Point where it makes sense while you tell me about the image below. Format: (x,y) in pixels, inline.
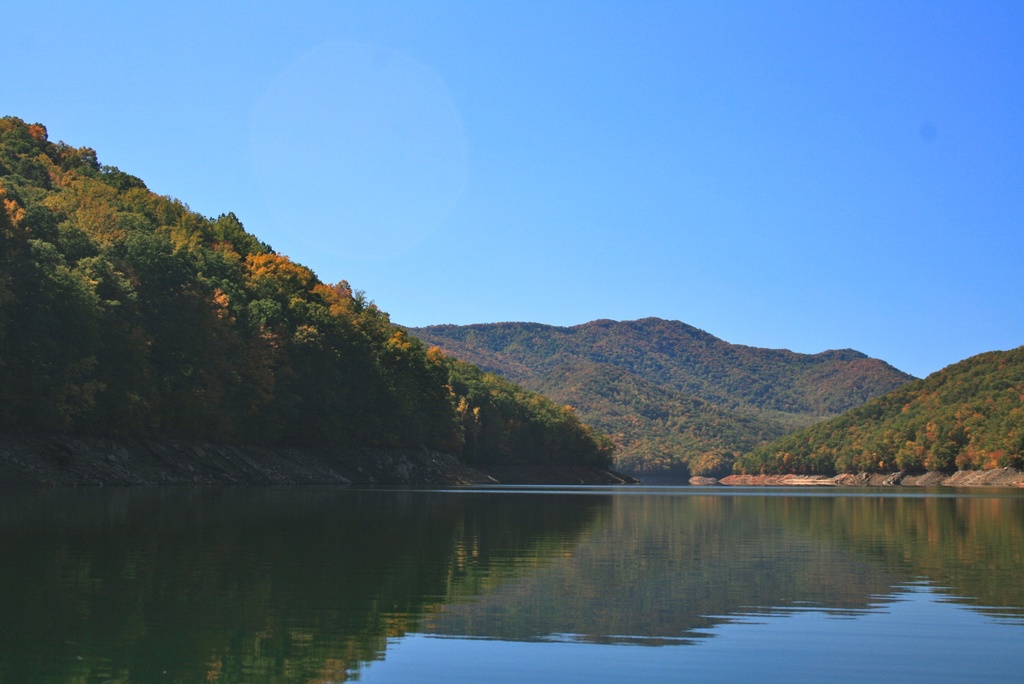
In this picture we can see water (487,593) at the bottom (481,588), in the background (112,265) there are some trees (243,309), we can see the sky (432,103) at the top of the picture (436,83).
